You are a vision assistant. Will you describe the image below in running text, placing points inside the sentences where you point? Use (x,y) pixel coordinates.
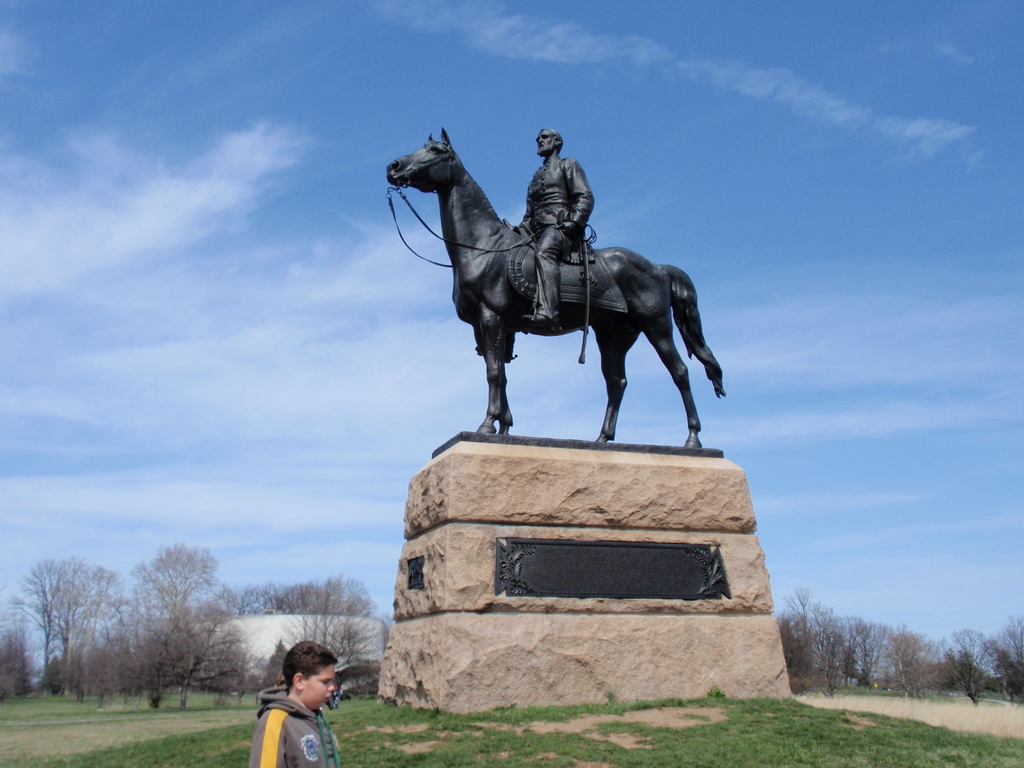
In the center of the image (612,510) we can see a statue (607,422). At the bottom of the image (168,747) we can see the grass (571,747), ground (804,730), trees (210,646), shed (311,631) and a boy (283,695) is standing and wearing a jacket (305,732). In the background of the image (660,395) we can see the clouds (920,406) are present in the sky (331,449).
